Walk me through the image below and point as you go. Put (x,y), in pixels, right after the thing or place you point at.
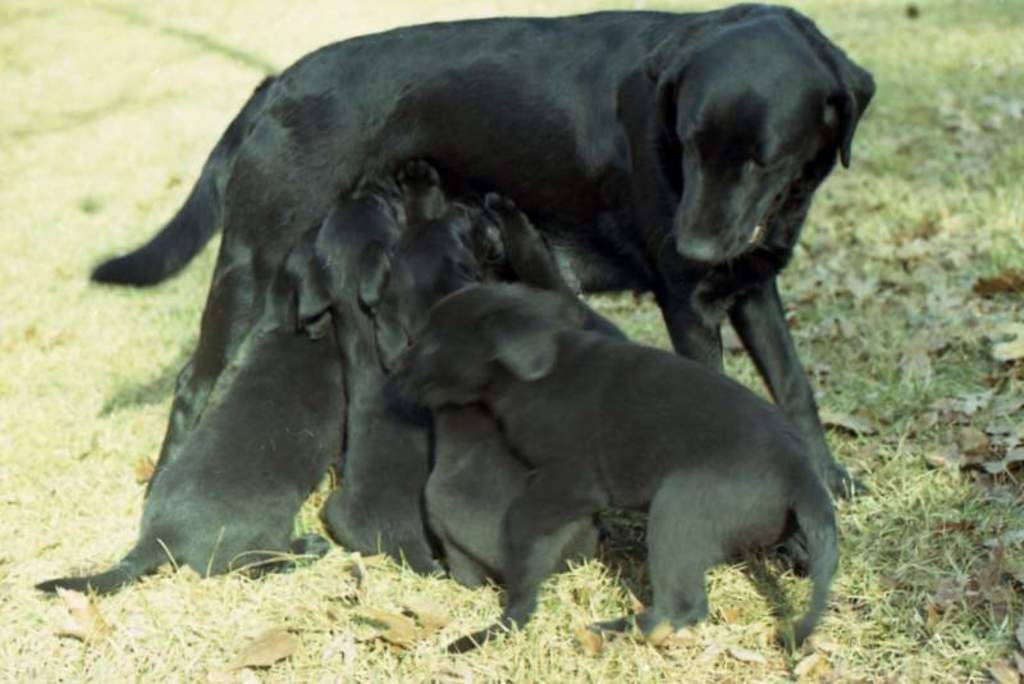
In this image, we can see a dog (456,198) and puppies (425,381). In the background (881,219), there is ground (919,317).
